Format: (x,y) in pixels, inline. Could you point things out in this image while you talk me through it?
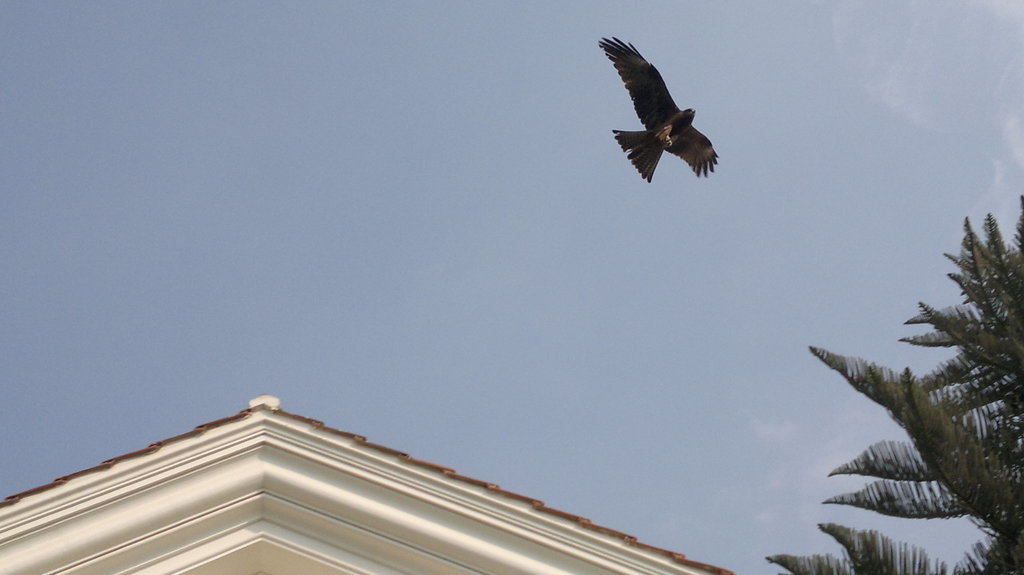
In this picture we can see a tree (999,454) on the right side (1008,448). There is a building (271,441) and a bird (674,107) is flying in the air (591,106). We can see the sky (291,75) on top of the picture (425,72).
